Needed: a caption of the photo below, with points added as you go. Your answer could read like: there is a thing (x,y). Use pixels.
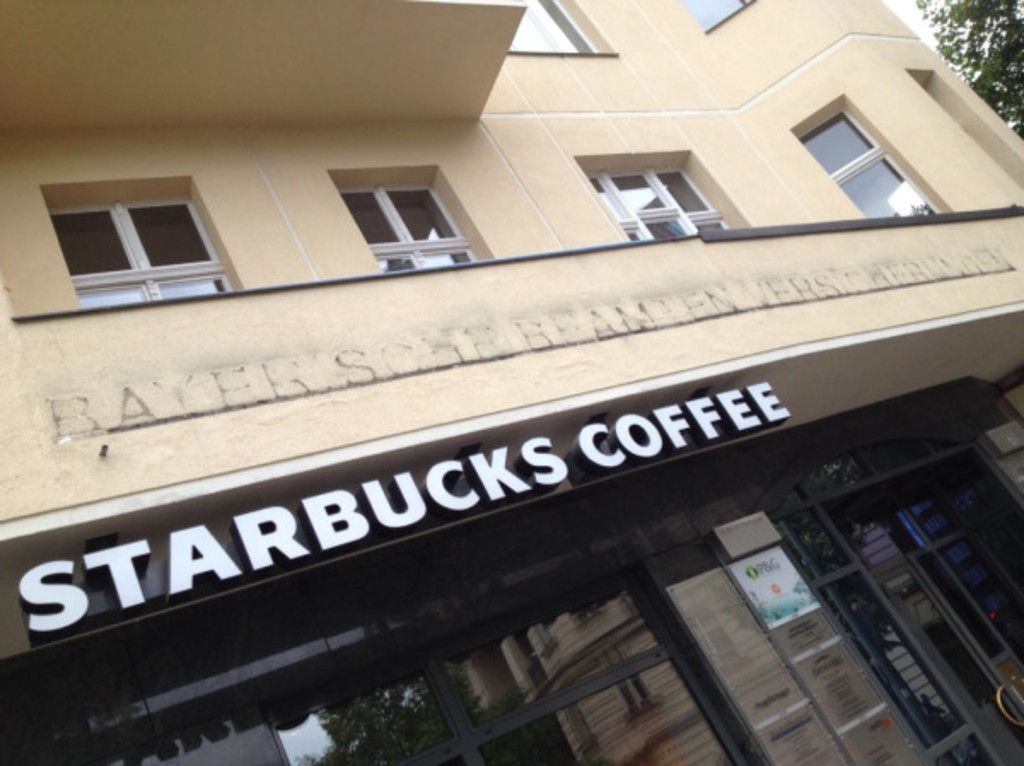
In this image there is a building (549,319) on that there are windows (639,617), glasses (639,617), doors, posters (813,640) and text (470,468). On the right (981,91) there are trees (975,51) and sky (927,24).
